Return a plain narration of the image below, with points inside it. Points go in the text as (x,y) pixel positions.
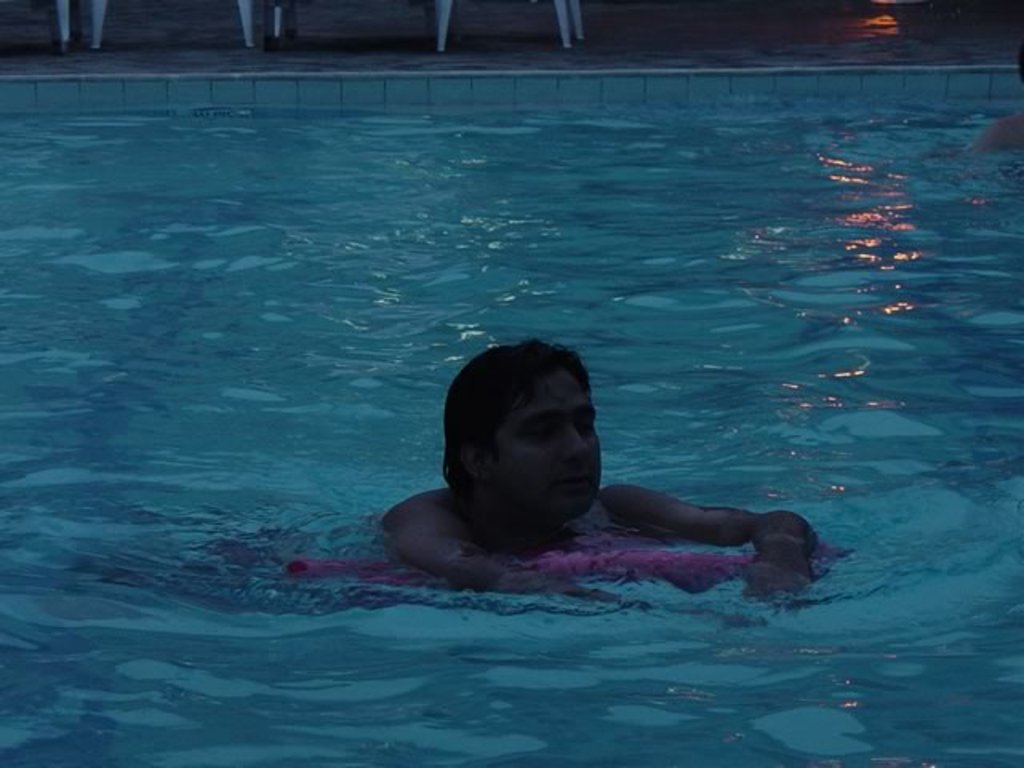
In this image there is a person (519,536) swimming in the swimming pool (604,668).
